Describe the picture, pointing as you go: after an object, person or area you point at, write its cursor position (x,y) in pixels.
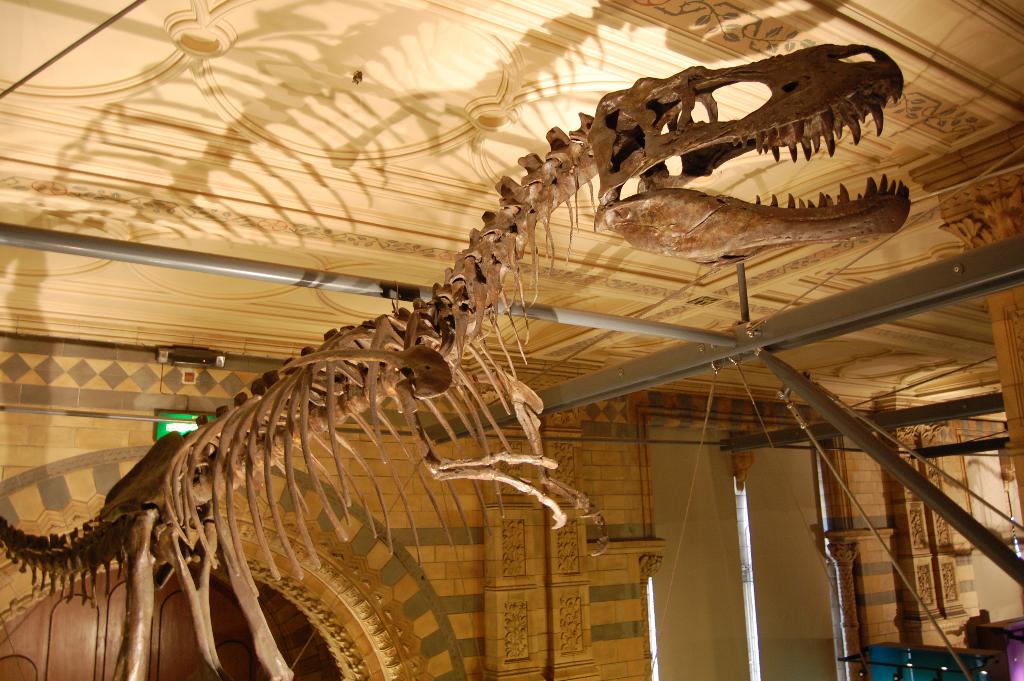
In this image we can see the skeleton (414,364) of an animal (407,337) under a roof (272,294). We can also a door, some metal poles (638,375), wires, a board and a wall (600,571).
